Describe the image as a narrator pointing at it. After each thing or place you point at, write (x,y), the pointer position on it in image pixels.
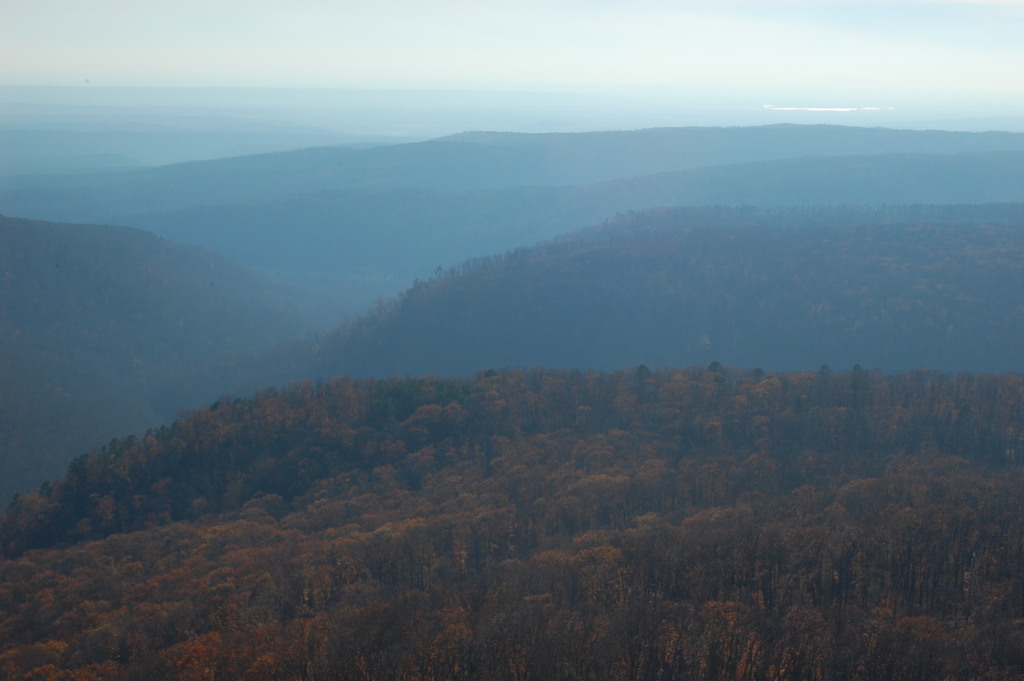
This image is clicked near the mountains (358,366). In the front (177,508), there are mountains (443,354) which are covered with plants (407,453) and tree (437,397). To the top (350,43), there is sky (295,31). Beyond the mountains (405,212) there is hazy land (390,127).
